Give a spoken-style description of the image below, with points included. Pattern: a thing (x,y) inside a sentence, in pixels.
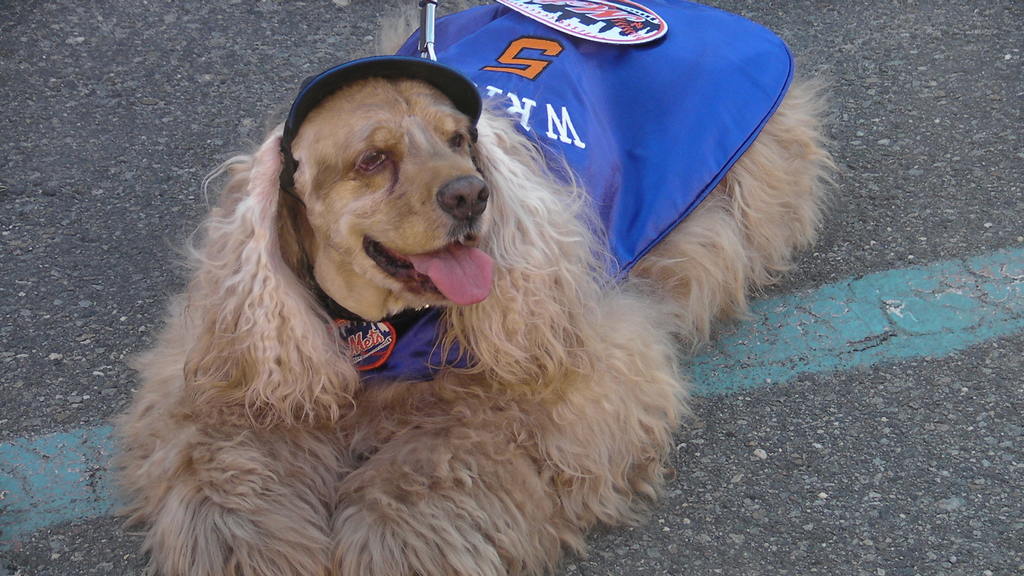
In the center of the image (368,197) there is a dog (603,467) laying on the road (776,453).
